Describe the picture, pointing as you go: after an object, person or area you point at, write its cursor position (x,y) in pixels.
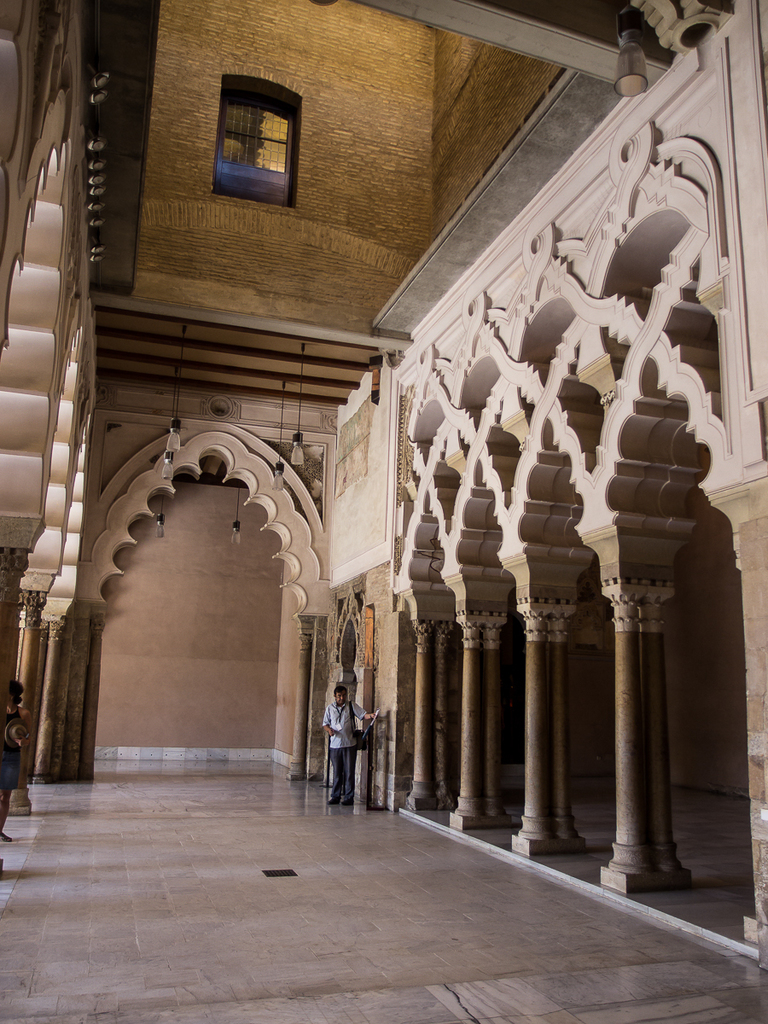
In this image we can see the inner view of a building (206,580), electric lights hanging from the top, windows (227,125), person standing on the floor (253,782) and pillars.
